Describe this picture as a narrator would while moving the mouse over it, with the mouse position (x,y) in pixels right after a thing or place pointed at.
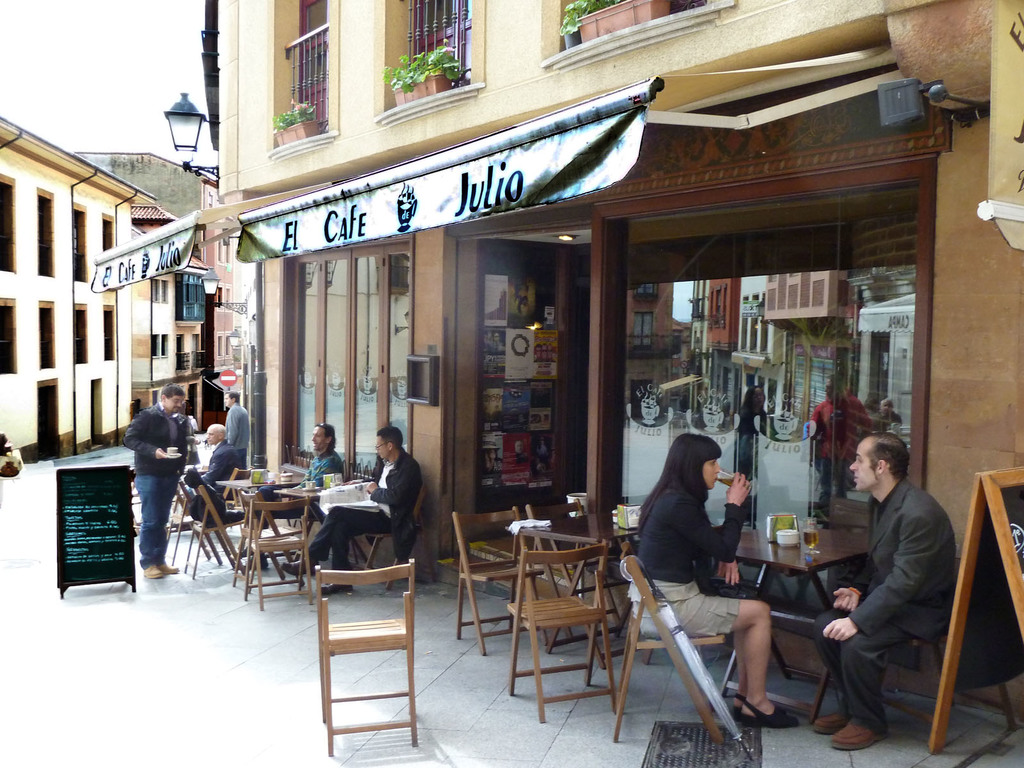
In this picture we can see some people (683,552) are sitting on the chair (253,500) in front of them there is a table (790,553) on the table (761,544) there are glasses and plates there are so many chairs (484,574) are there beside there is a building (684,247) and potted plants (596,0) are arranged. In between the buildings (73,444) there is a road (112,594).
